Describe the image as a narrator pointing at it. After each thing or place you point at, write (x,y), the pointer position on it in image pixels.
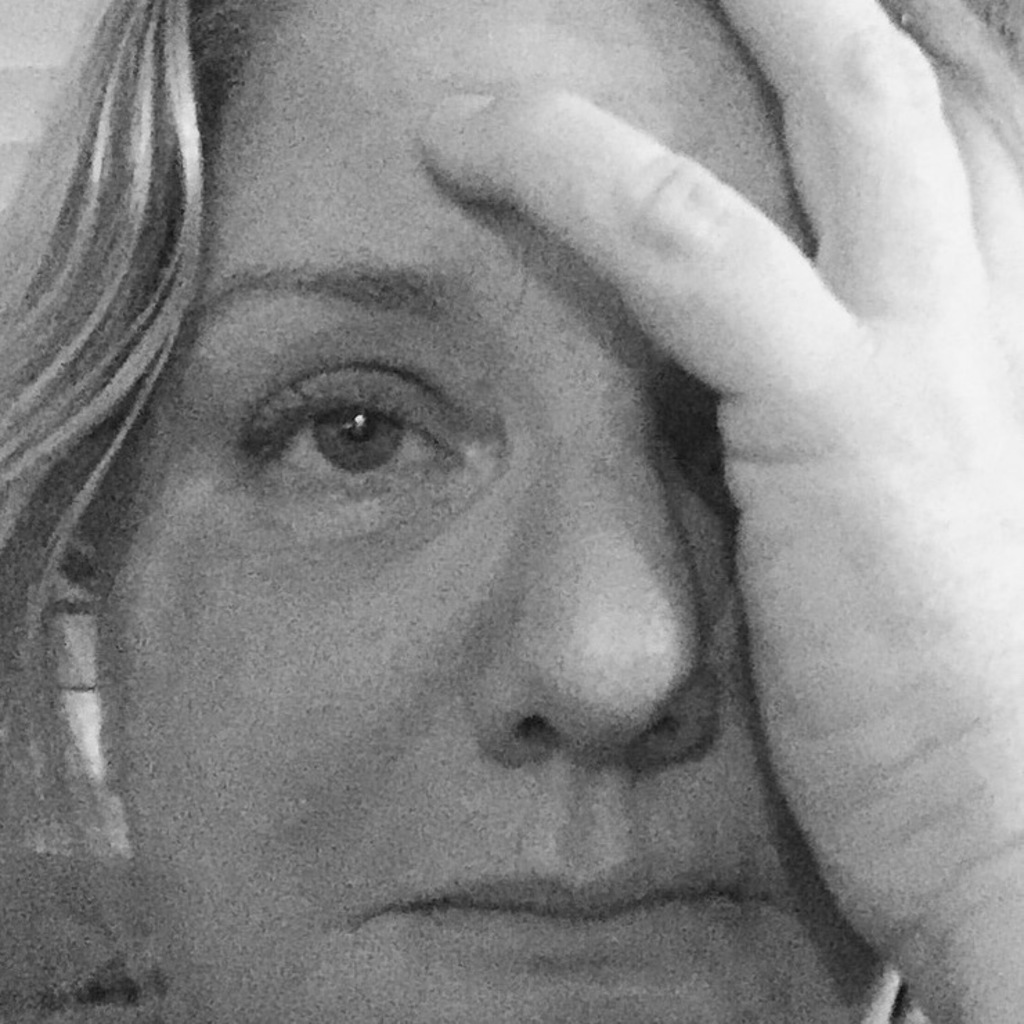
In this picture I can see a woman (221,348).
